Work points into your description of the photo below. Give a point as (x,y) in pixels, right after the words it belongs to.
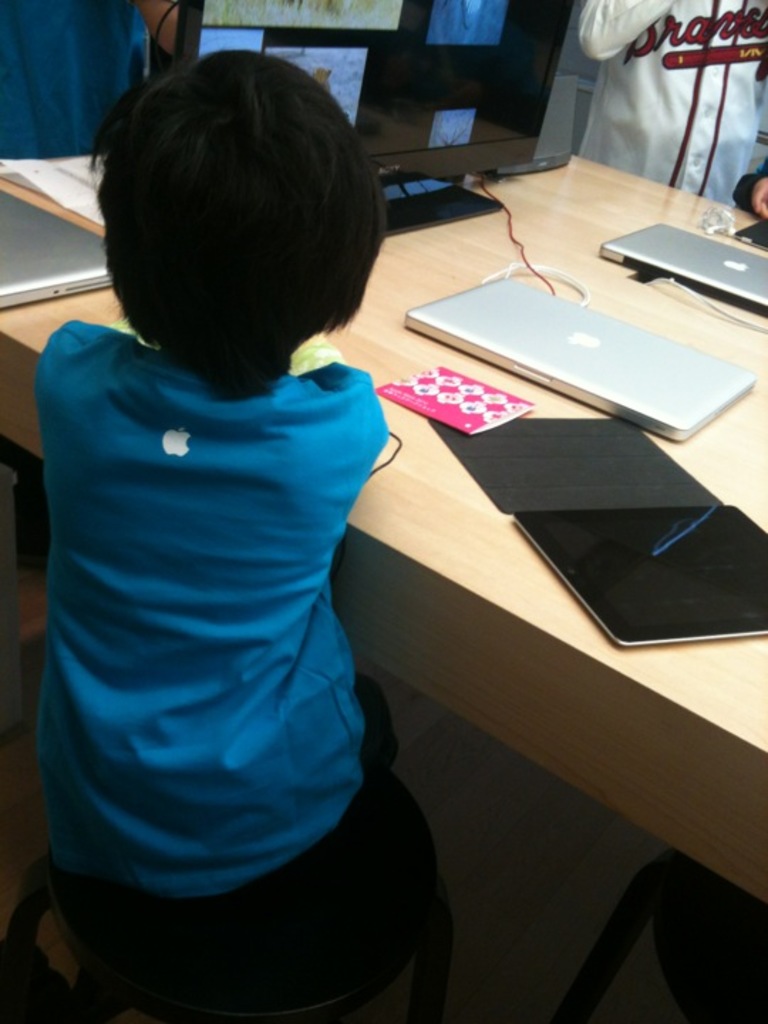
In this image there is a kid (256,368) in blue t shirt (336,681) sitting on chair (328,903) besides a table (503,652). On the table (599,226) there is a book (487,393), three laptops (555,302), a system (491,117) and some papers (58,197).
